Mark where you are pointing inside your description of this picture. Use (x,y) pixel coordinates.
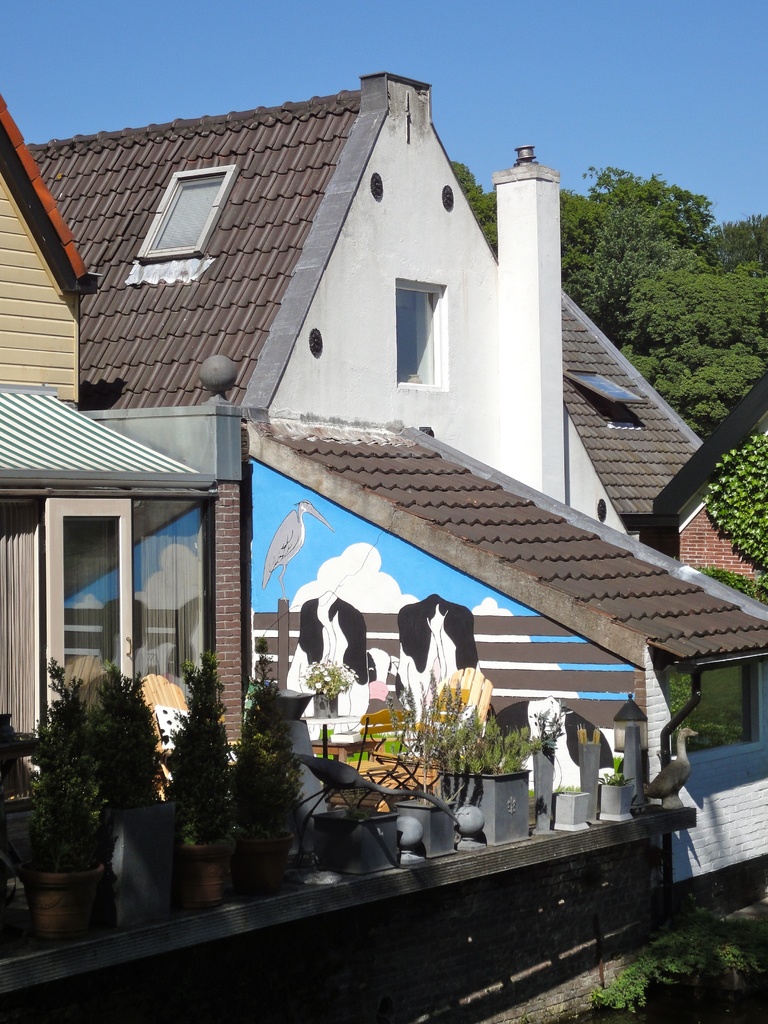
In the picture I can see buildings (371,443), trees (622,311), plant pots (444,820), paintings (349,645) on the wall (446,645) and some other objects (455,823). In the background (449,91) I can see the sky (517,100).
